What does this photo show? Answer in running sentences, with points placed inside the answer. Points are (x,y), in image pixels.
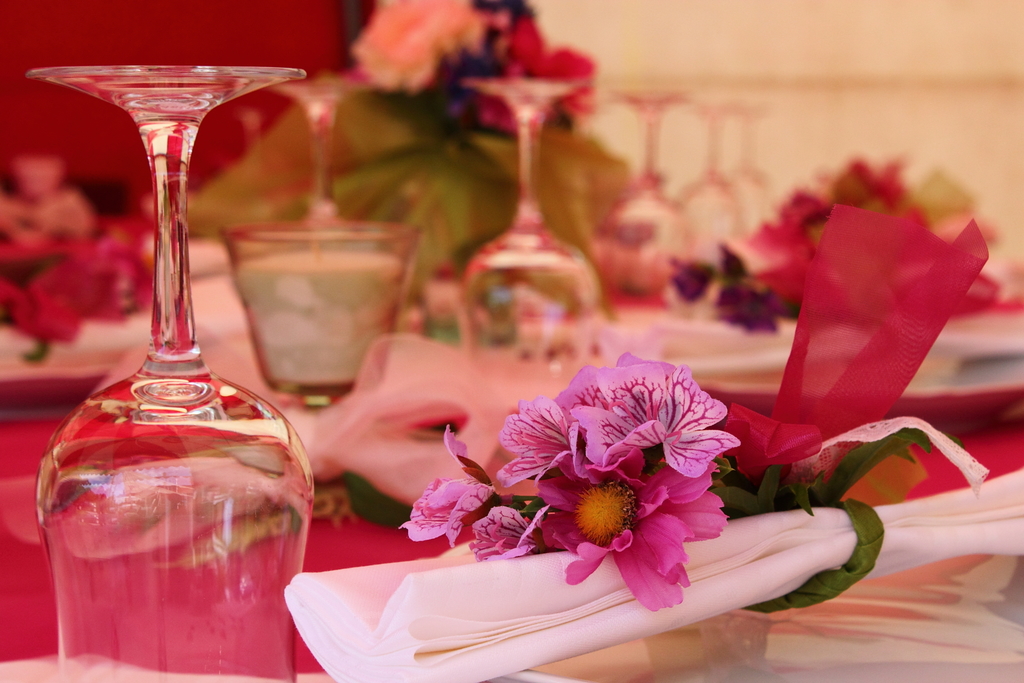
In this image we can see a glass (546,303), and flowers (568,468) and some objects (525,121) on it, and here is the wall (861,82).
